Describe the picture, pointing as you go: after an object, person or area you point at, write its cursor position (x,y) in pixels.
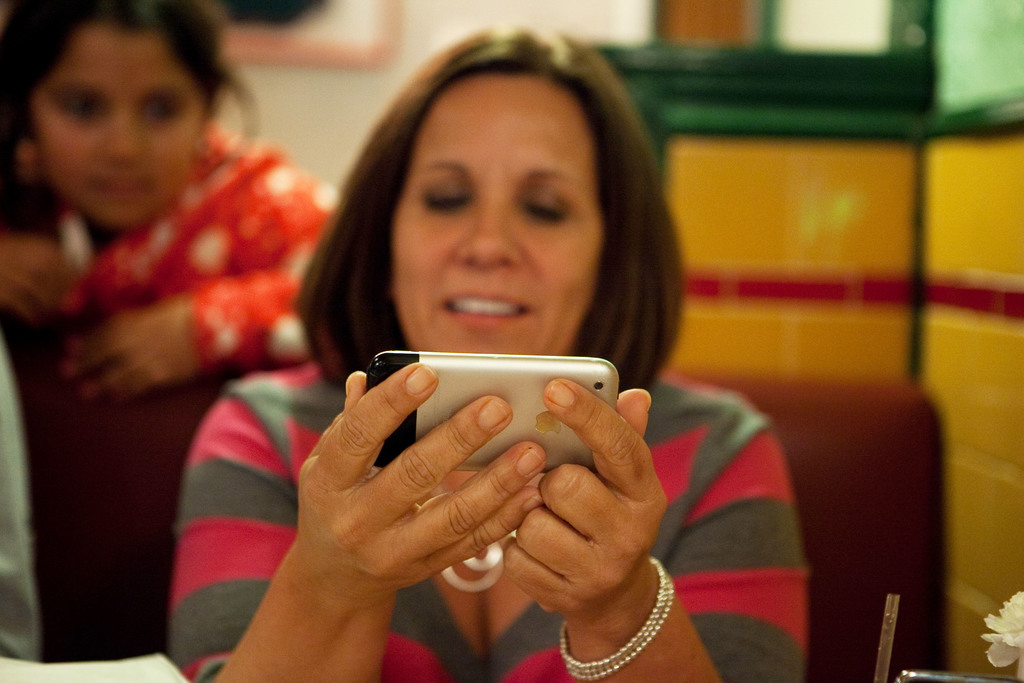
A woman (559,217) in t-shirt (705,432), smiling and watching to the mobile (527,377). And she is sitting on a chair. In the background (213,67) a girl (179,92), watching to the mobile (462,377). Beside her, there is a wall (433,17).
